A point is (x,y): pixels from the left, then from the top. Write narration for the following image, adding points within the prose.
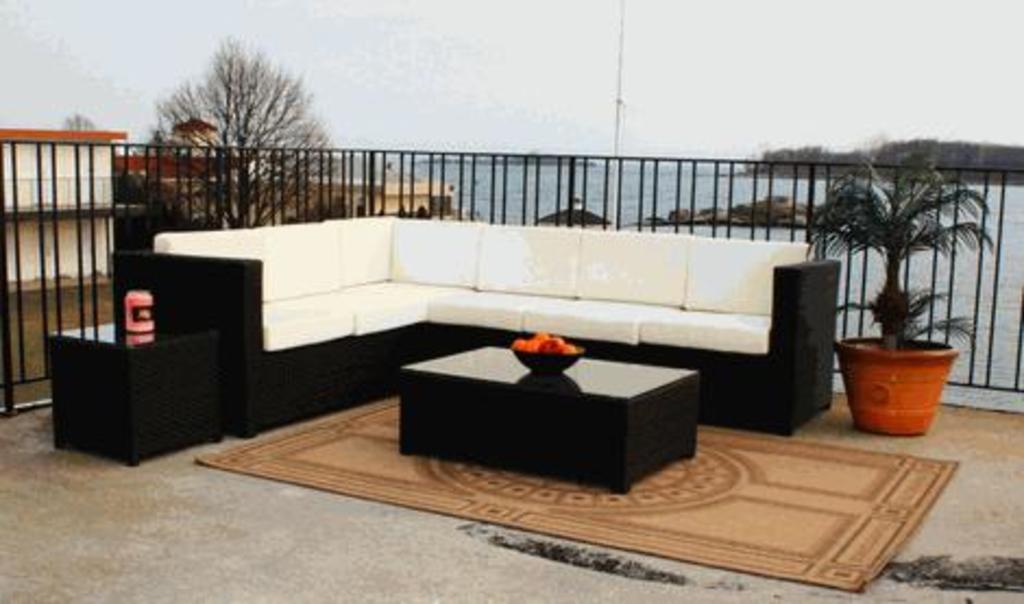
In this image I can see couch (778,325) which is in white and black color. In front (610,431) I can see table (605,419) and bowl (537,367). I can see something in it. We can see flower pot (881,414) and a floor mat (852,491). Back Side I can see buildings (105,140), trees (239,108) and fencing (658,181). We can see water (671,193) and a pole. The sky (624,106) is in white color.
